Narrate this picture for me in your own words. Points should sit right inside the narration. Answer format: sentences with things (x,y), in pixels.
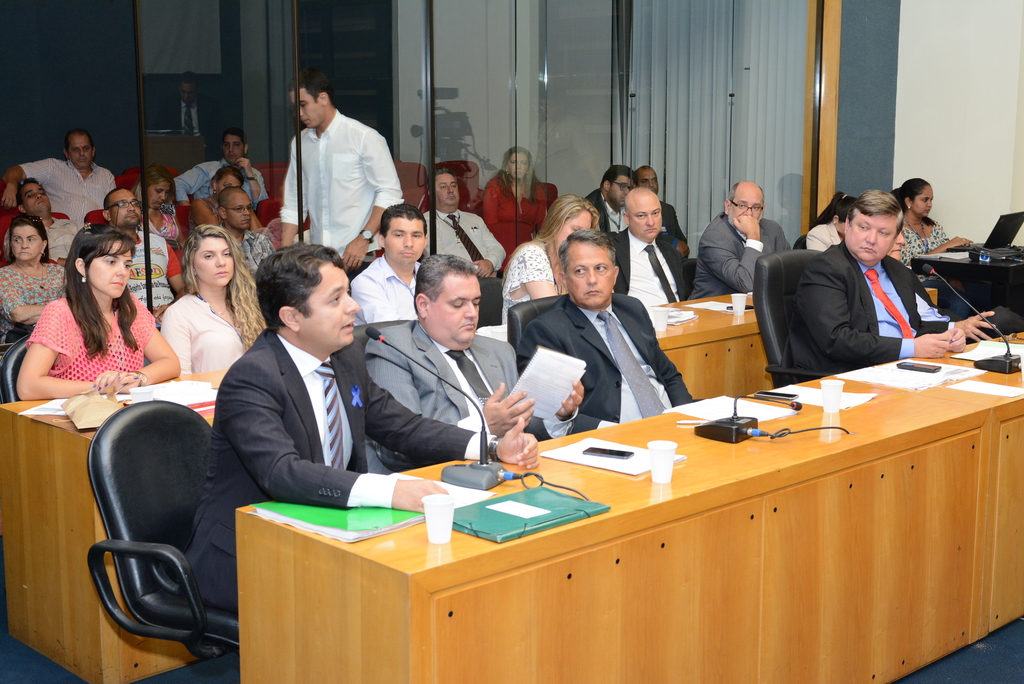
In this picture we can observe some people (340,335) sitting in the chairs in front of the cream color table (679,515) on which we can observe some glasses (441,518), papers (743,409), mobiles (925,365) and mics (746,430). There are men (262,369) and women (144,314) in this picture. On the right side (1007,226) we can observe a laptop (999,237) on the black color table (1007,272). In the background (668,129) there is a white color curtain (710,146) and a wall (904,105).
